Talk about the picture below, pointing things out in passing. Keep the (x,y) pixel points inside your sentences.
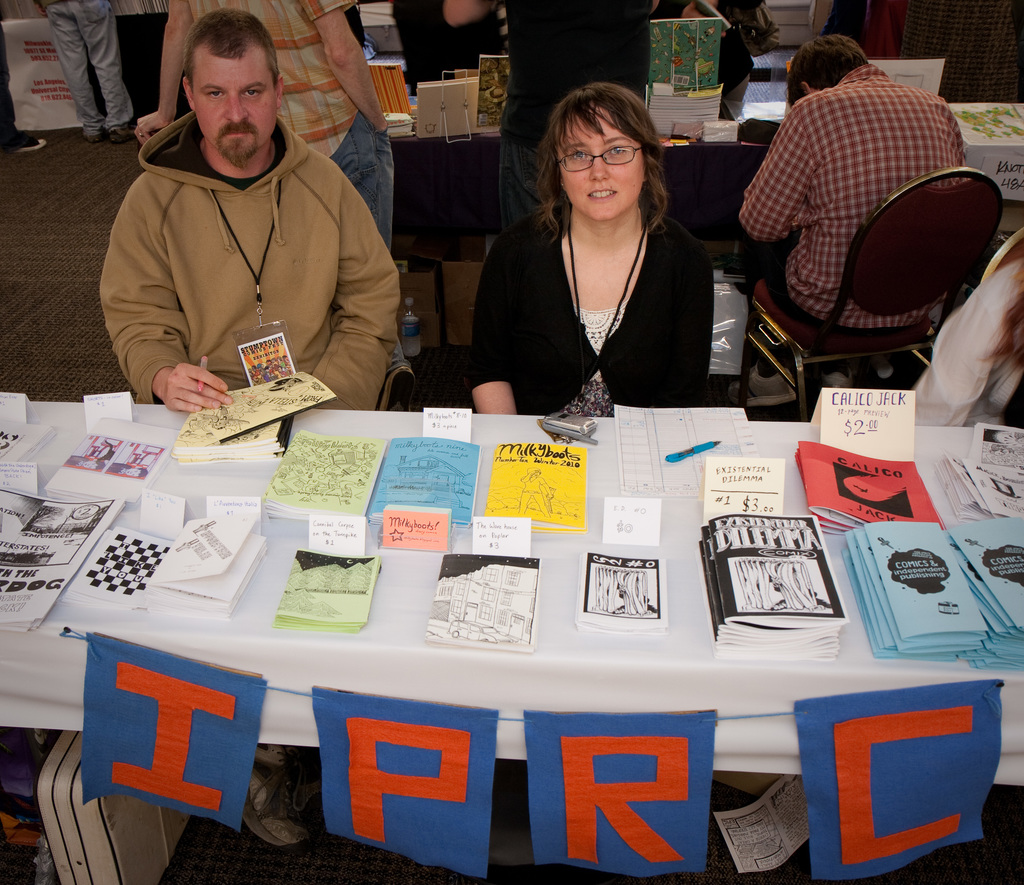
In this image we can see people (126,271) sitting on the chairs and tables (535,437) are placed in front of them. On the tables (72,420) there is stationery (441,437).
